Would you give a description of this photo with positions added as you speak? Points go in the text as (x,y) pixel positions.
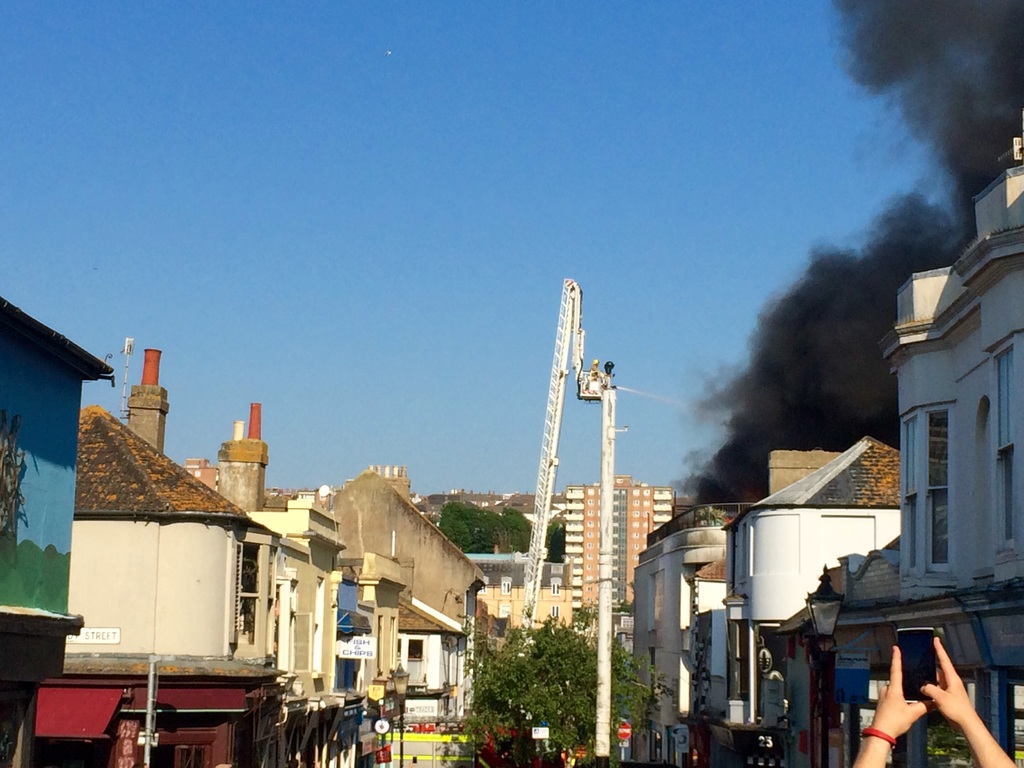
In this image I can see few buildings (104,502) in white, cream and brown color. I can also see a person hand (870,754) holding a mobile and I can see trees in green color, background (880,319) I can see the smoke (829,311) in black color and the sky (297,104) is in blue color.
